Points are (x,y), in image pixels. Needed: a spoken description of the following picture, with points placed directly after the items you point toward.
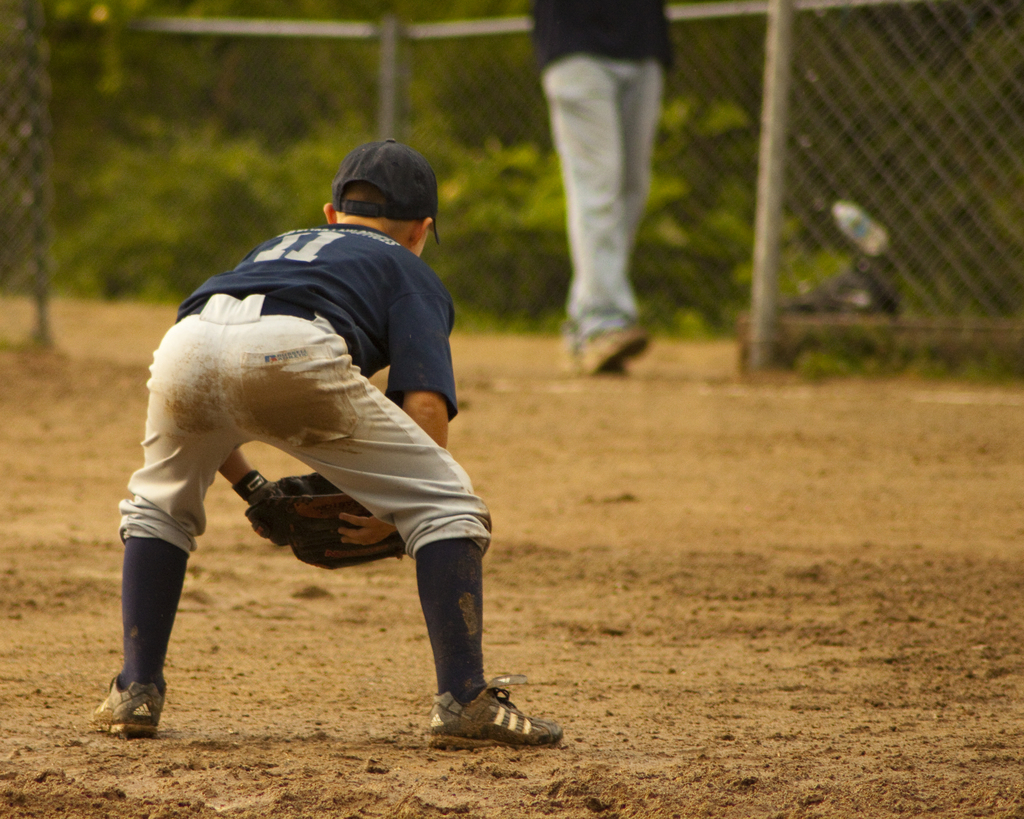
There is a boy (253,321) wearing a cap (334,185) and gloves (287,527). In the back (547,158) there is a person (560,132), mesh fencing (488,146). In the background (359,128) there are trees (760,135).
